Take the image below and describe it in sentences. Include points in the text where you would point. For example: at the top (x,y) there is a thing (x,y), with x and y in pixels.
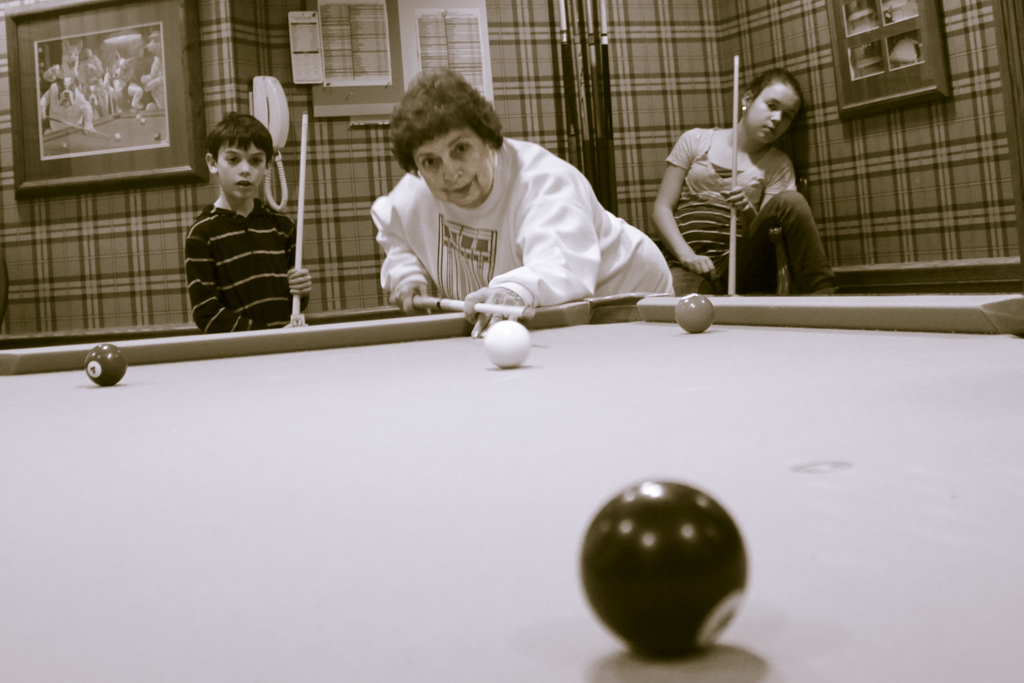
In this picture we can see three people (500,293) holding sticks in their hands (396,303). There are balls (104,351) on the pool table (151,453). We can see a few frames (855,58), telephone (261,84) and some papers (302,50) in the background (361,45).
